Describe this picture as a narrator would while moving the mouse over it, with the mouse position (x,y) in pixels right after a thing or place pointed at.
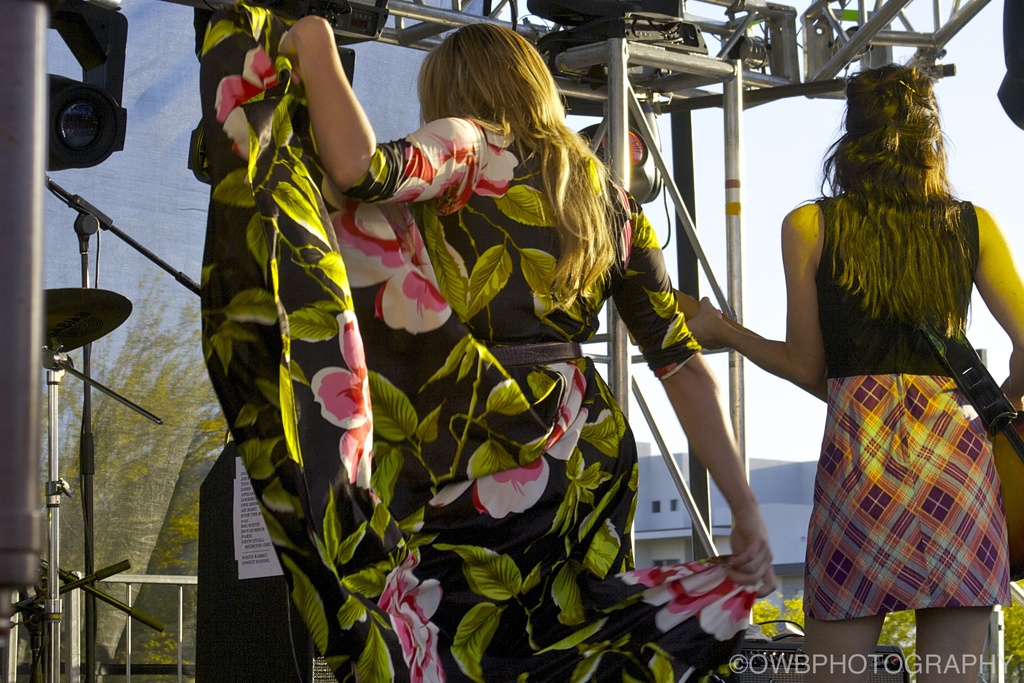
In this image I can see two women (611,265) and on the left side (303,239) woman (364,402) she is wearing a colorful gown (533,287) and in the middle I can see building (800,525) and rods (851,52) and mike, trees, the sky (821,134).
